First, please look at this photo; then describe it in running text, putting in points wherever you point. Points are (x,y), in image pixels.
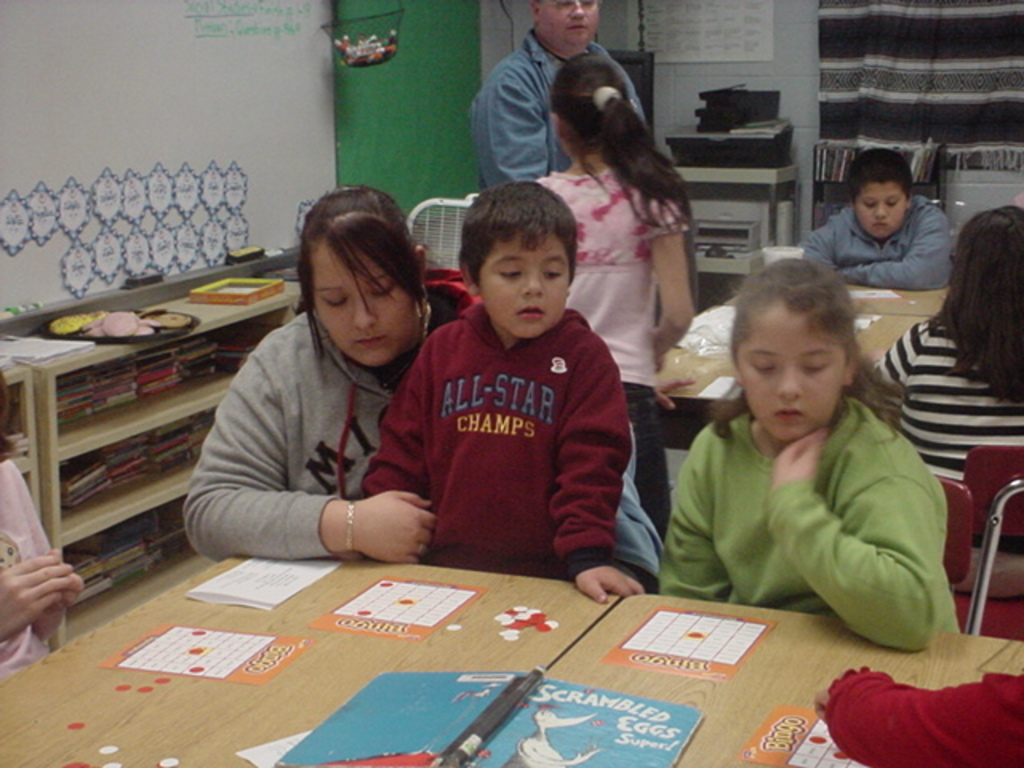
In this image I can see a group of people (659,451), chairs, tables (148,675) and shelf (153,522) on the floor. In the background (766,63) I can see a wall (778,71), curtain (903,48), board (417,49) and so on. This image is taken may be in a hall (605,703).
